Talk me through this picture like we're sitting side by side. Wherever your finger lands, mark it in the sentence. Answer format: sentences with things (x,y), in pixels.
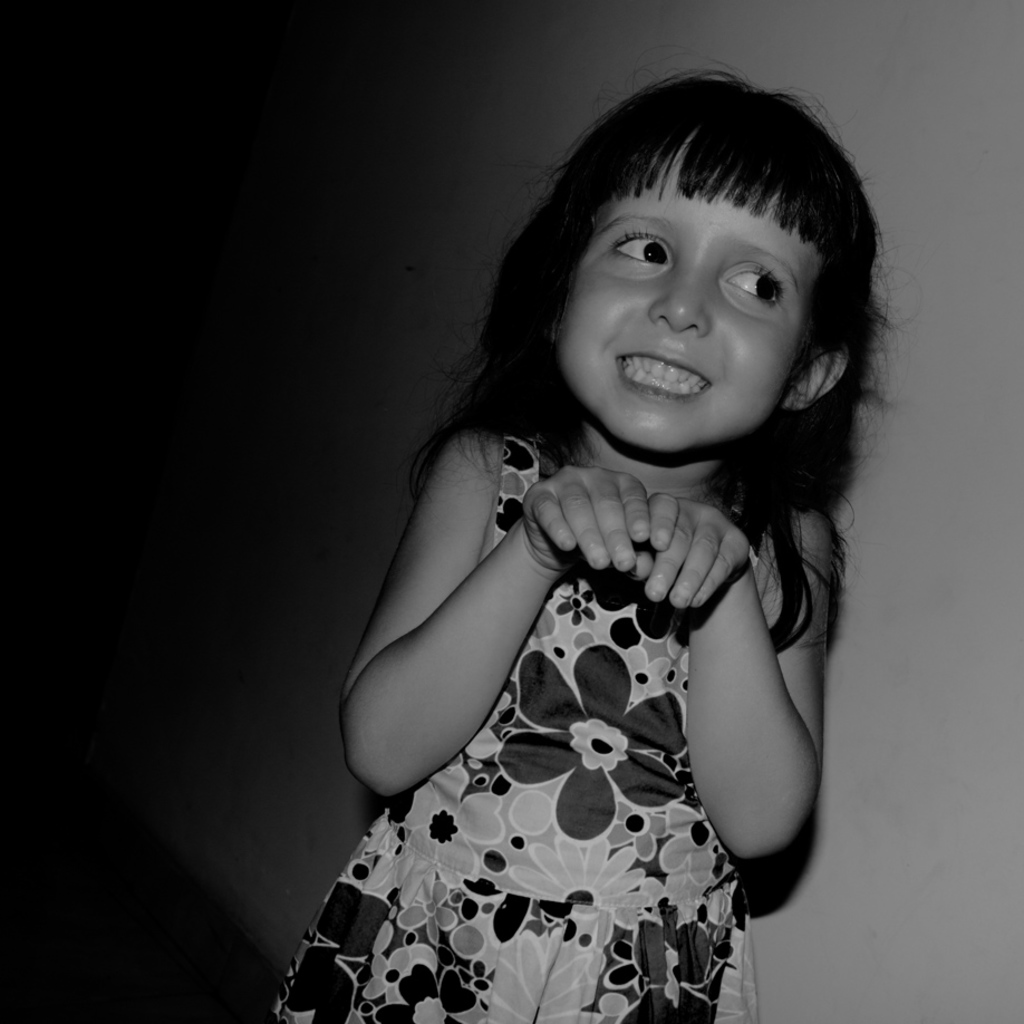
This is a black and white image. In this image there is a girl (584,656) smiling. In the back (405,357) there is a wall (914,834).
